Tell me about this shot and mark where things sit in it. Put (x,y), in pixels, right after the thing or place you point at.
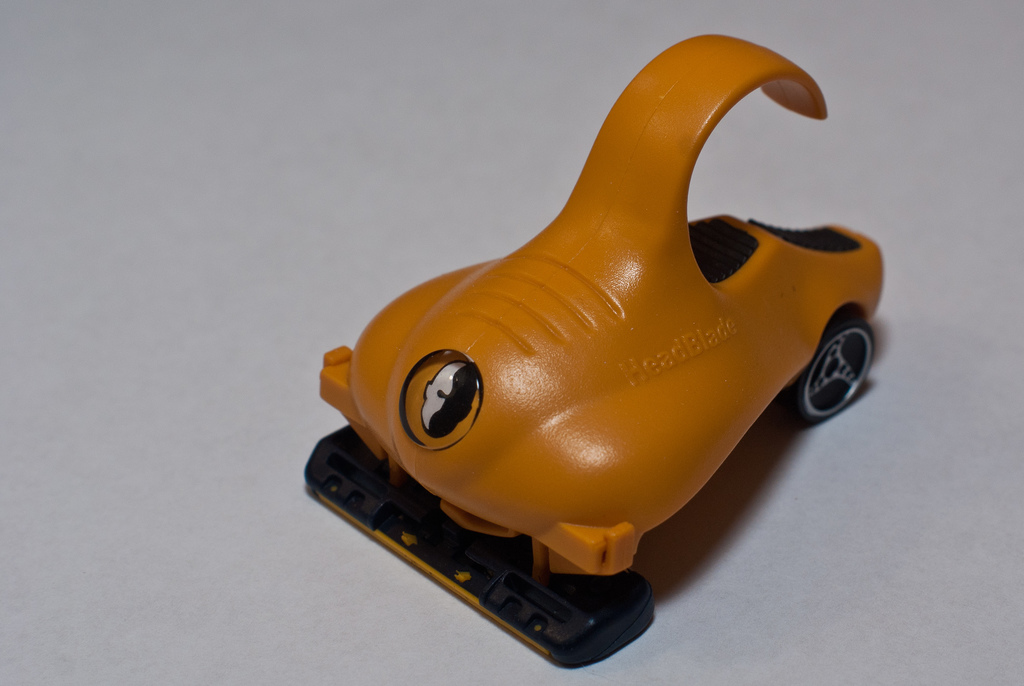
In the picture I can see a razor (788,321).
